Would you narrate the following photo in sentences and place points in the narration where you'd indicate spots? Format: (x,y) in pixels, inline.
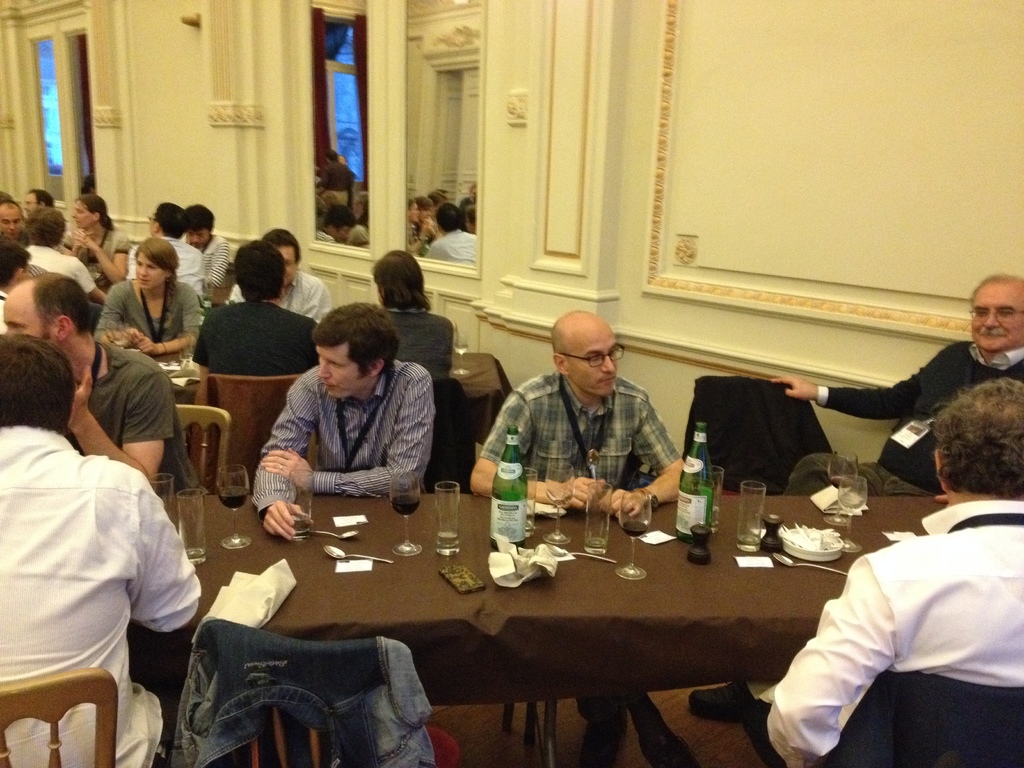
In this picture I can observe some people (169,347) sitting in the chairs (257,440) in front of the respective tables (463,563). There are men (149,381) and women (136,344) in this picture. I can observe some water bottles (518,530) and glasses (600,534) placed on the table (328,585) along with the spoons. In the background (266,107) there is a wall (724,220).
